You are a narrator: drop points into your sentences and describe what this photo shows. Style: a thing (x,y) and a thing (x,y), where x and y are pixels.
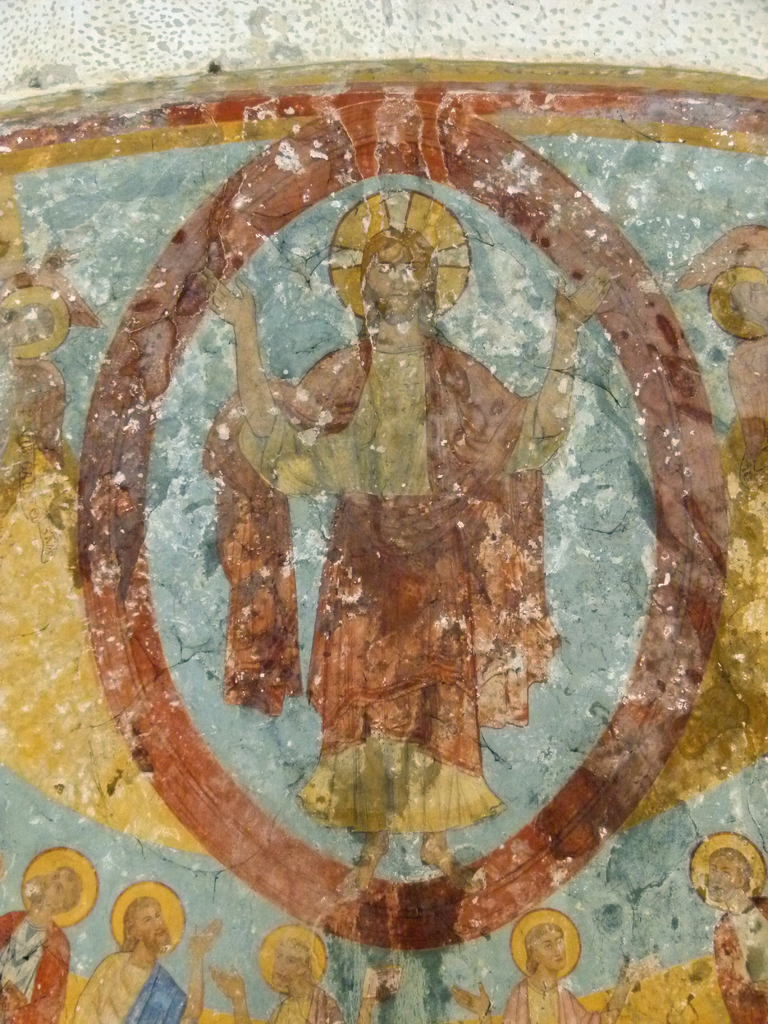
In this image I see the wall (654,47) on which there is art (398,551) and I see few people (353,609).
